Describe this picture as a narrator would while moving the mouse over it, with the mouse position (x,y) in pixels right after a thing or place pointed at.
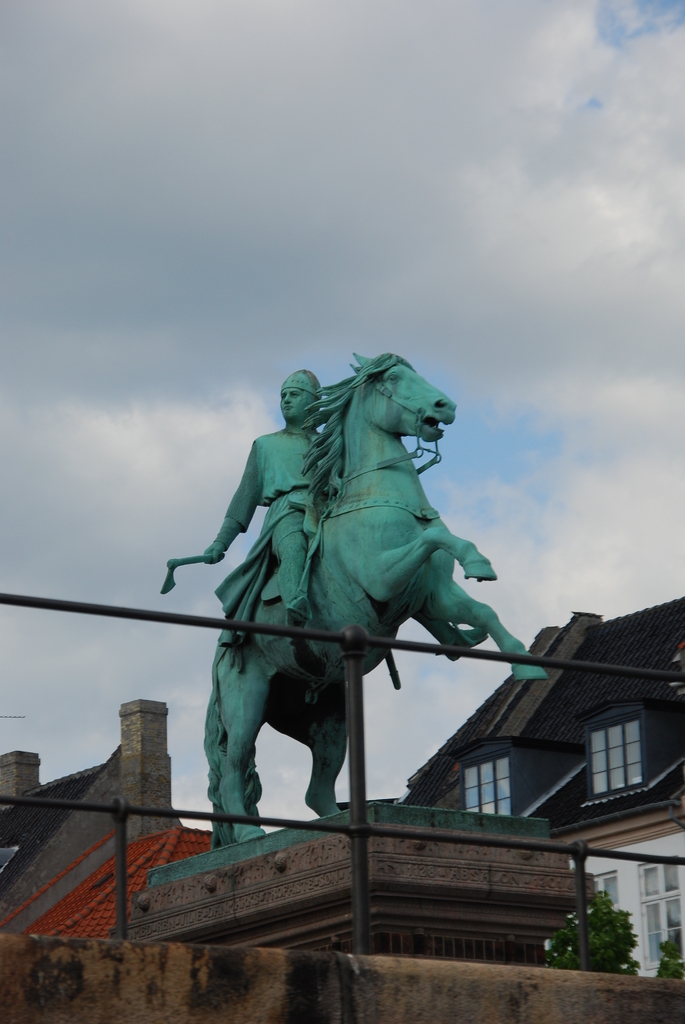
In the center of the image (356,557) we can see a statue (375,626). We can also see some houses (547,816) with roof (524,811) and windows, trees (563,962), a fence (581,881) and the sky (362,322) which looks cloudy.
